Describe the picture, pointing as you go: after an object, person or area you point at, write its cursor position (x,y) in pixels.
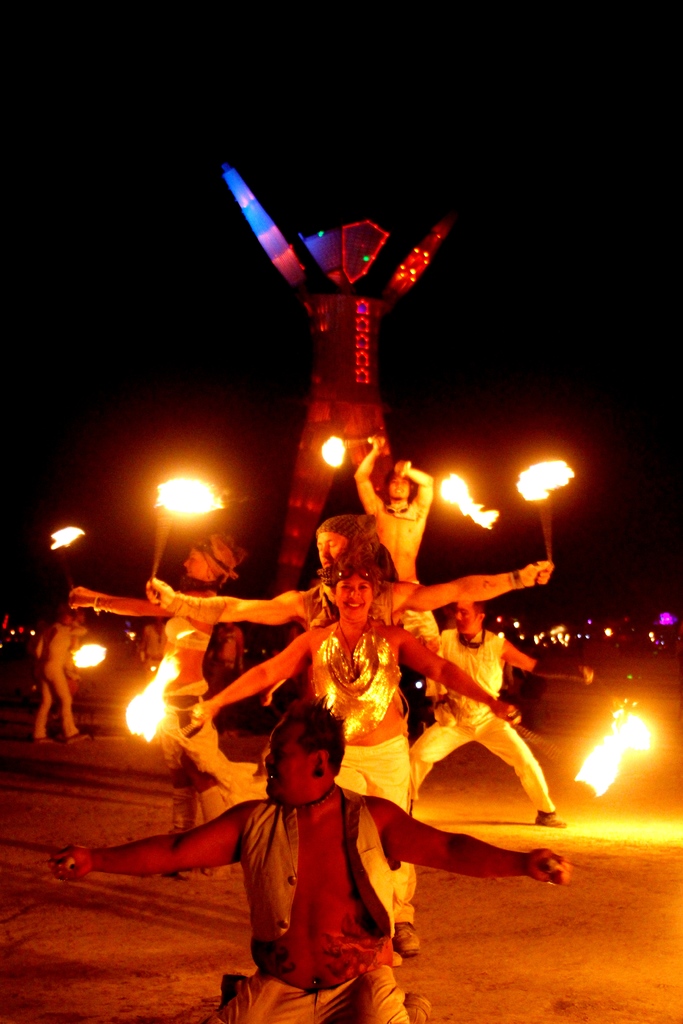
In this image we can see some people (199,576) dancing. And we can see the fire (193,502). And we can see a statue (341,358) with lights (281,269). And we can see the sky (284,292).
